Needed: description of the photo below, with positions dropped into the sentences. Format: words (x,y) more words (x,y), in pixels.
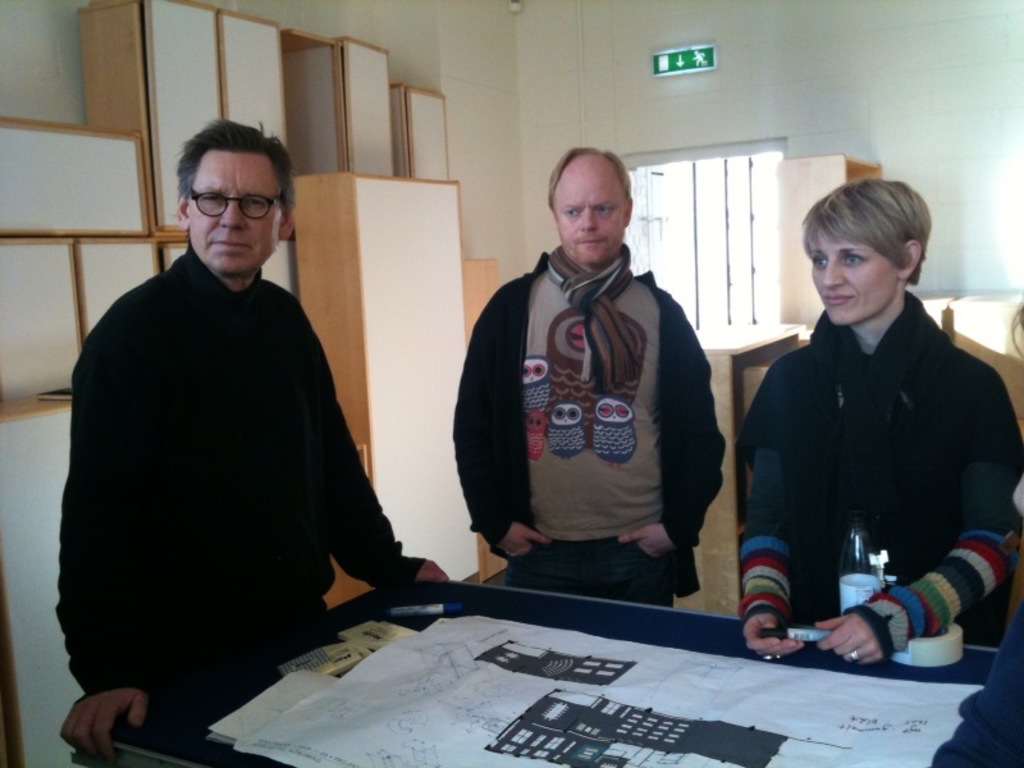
This image is taken indoors. In the background (510,114) there is a wall (653,142) with a window (682,199) and there are many cupboards (364,209) and there is a signboard (663,64). In the middle of the image (573,440) a woman (841,284) and two men (612,375) are standing and there is a table (234,754) with a few things (549,725) on it.
